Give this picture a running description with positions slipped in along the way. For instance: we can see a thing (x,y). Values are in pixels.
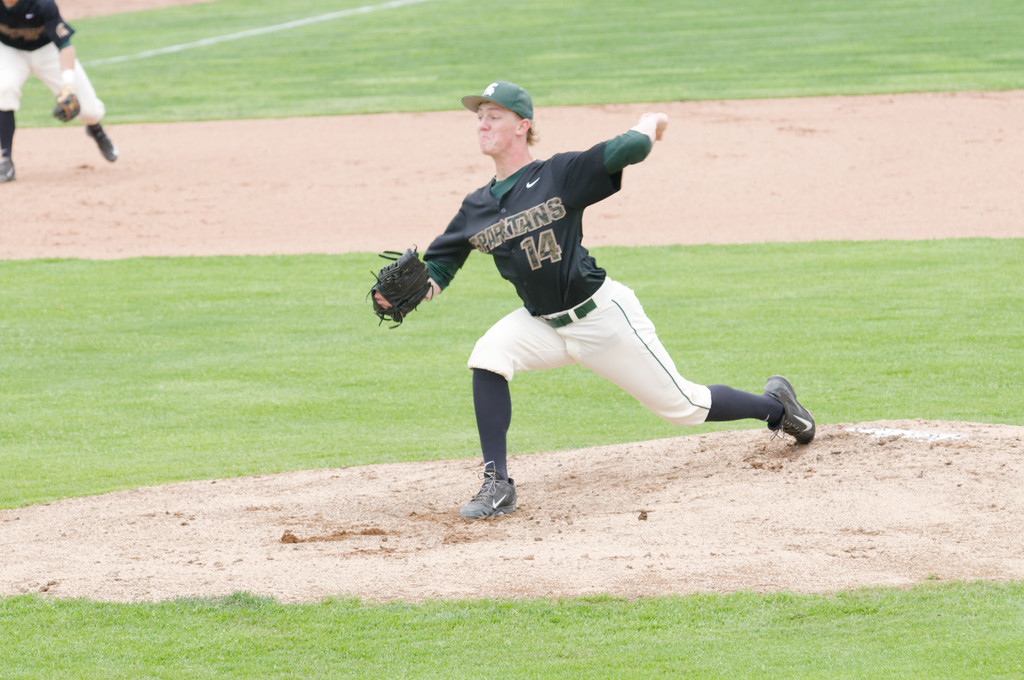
In this image we can see there are two players (498,216) playing on the playground (363,191).
